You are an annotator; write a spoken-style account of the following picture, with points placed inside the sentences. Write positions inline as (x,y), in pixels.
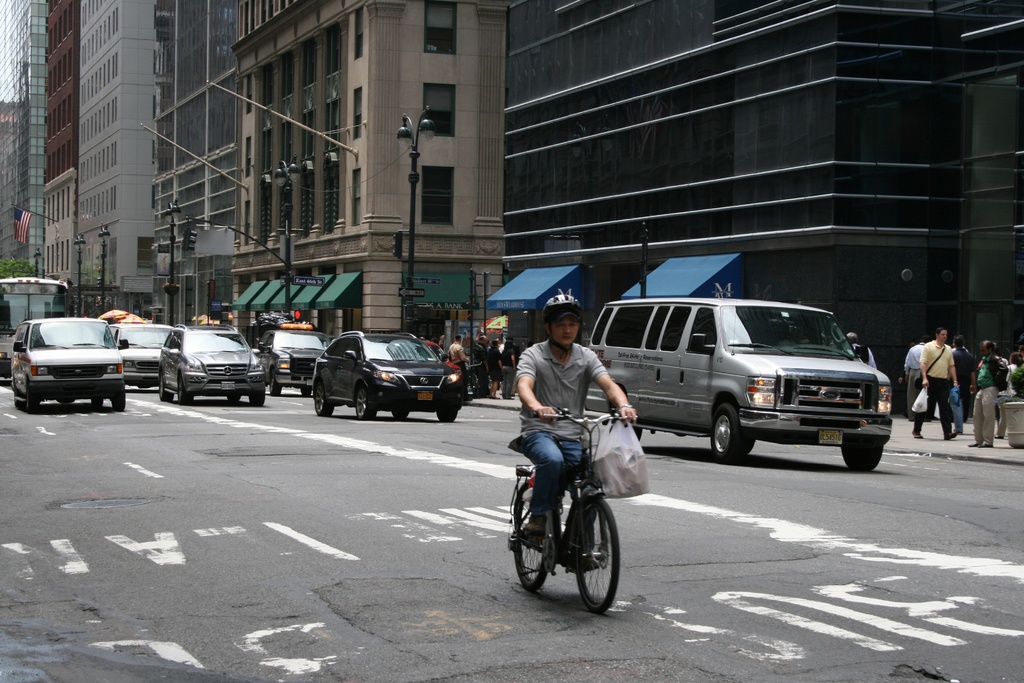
a person (543,443) is riding a bicycle (559,415) on the road (462,502) there are many cars (784,337) on the road (918,488), there are many pedestrians (991,343) walking on the footpath (488,398) there are many buildings (726,246) near to the road (107,452).
